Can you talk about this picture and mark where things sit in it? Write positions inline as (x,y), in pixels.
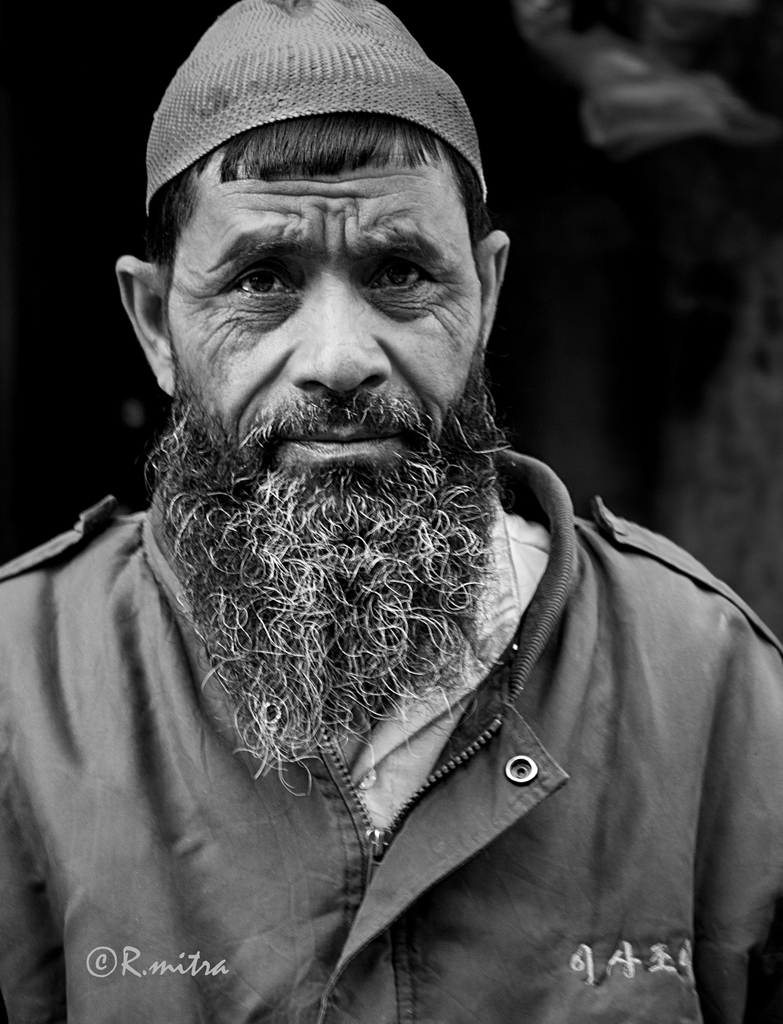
It is a black and white image in this a man (454,480) is looking at the camera, he wore coat (640,835), cap (426,111). He has beard (366,557).
